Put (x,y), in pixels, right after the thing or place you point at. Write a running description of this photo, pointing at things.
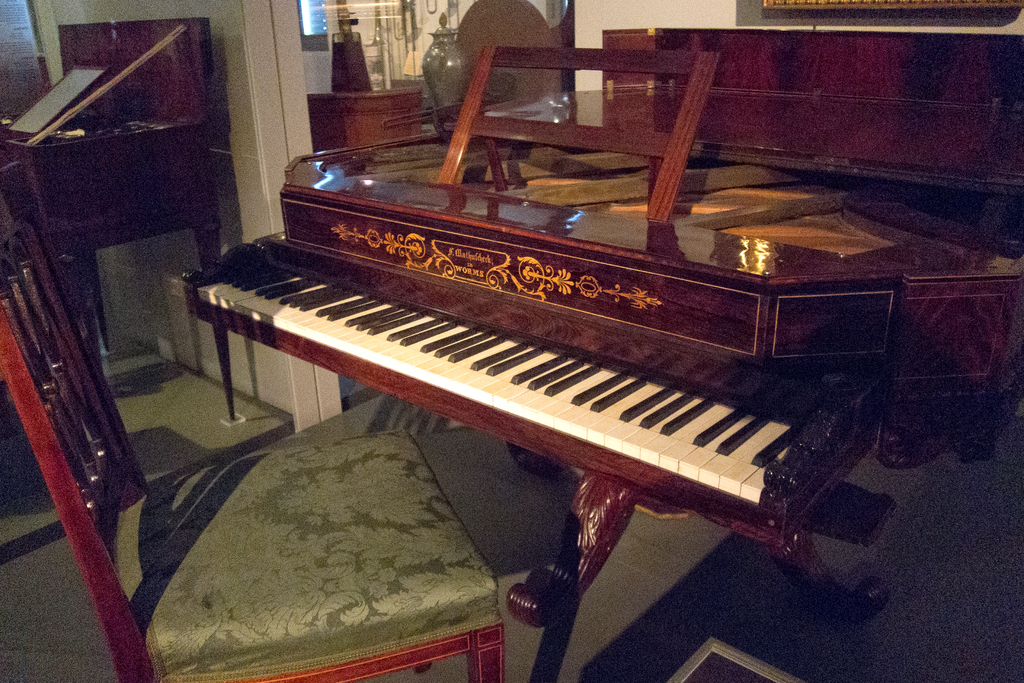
In this picture there is a piano (920,367) which is placed at the right side of the image (719,454) and there is a chair (104,523) in front of the piano (331,324).
